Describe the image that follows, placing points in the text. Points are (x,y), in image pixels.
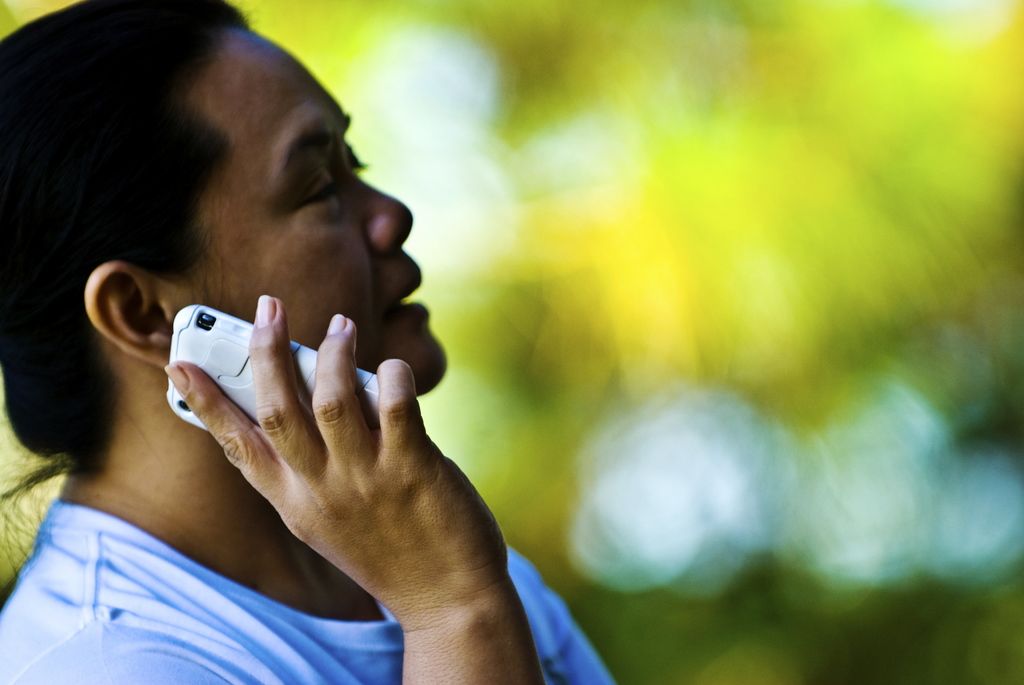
In this picture there is a woman (89,204) sitting and holding a mobile (244,406) in her hands (410,590), wearing a light blue t shirt (145,637).
